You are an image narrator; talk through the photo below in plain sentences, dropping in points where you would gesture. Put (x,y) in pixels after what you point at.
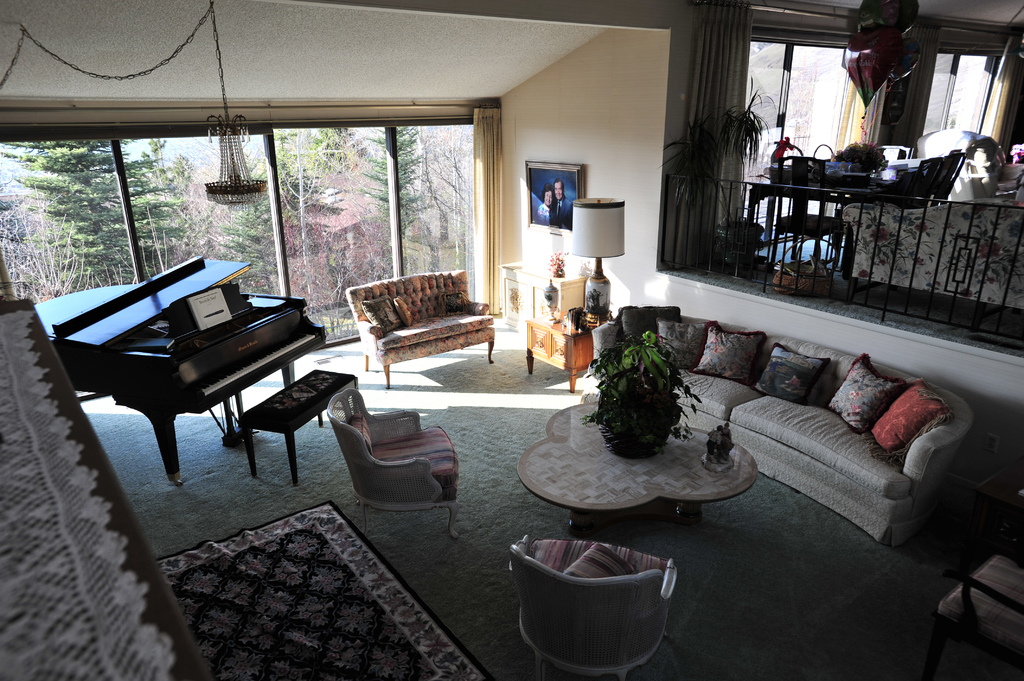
In this image I see a room (189,47) and there is a piano (298,322) over here, a sofa set (400,336), a table (648,460) and there is a plant (647,446) on it and a lamp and on the wall (622,273) there is a photo frame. In the background (7,240) I can see lot of trees (15,216) and there is furniture (749,183) over here.
